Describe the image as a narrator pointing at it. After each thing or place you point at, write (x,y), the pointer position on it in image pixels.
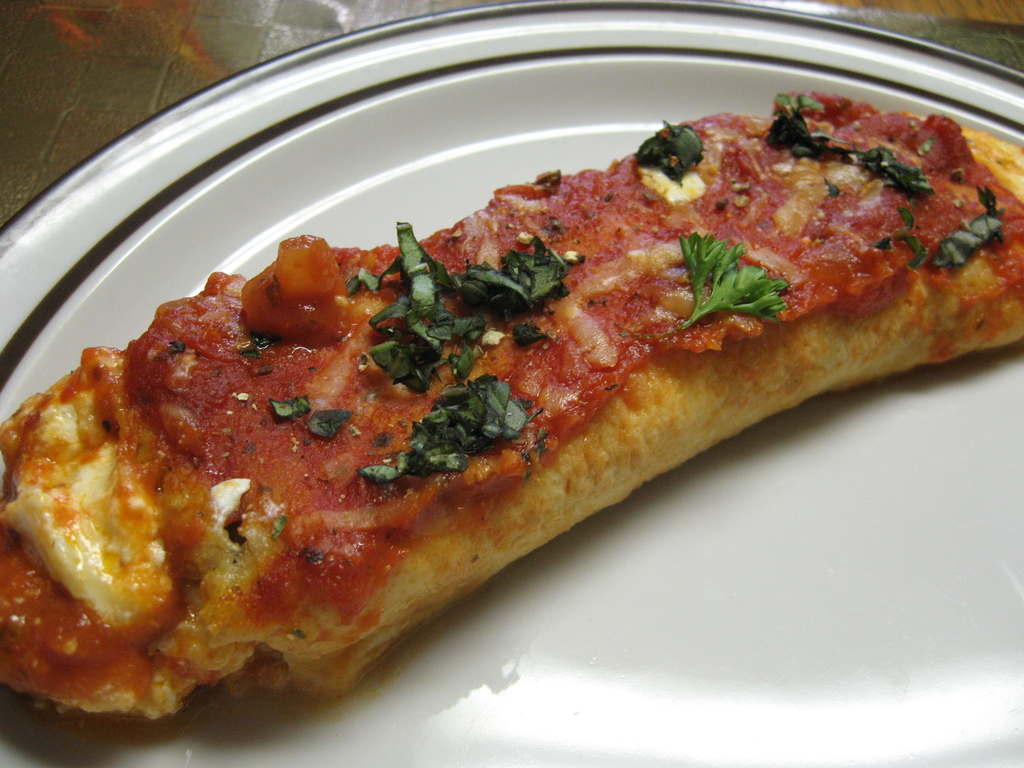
In this picture, we see a white plate (642,684) containing a edible (454,435). In the left top (148,68), it is grey in color and it looks like the floor (189,56).
